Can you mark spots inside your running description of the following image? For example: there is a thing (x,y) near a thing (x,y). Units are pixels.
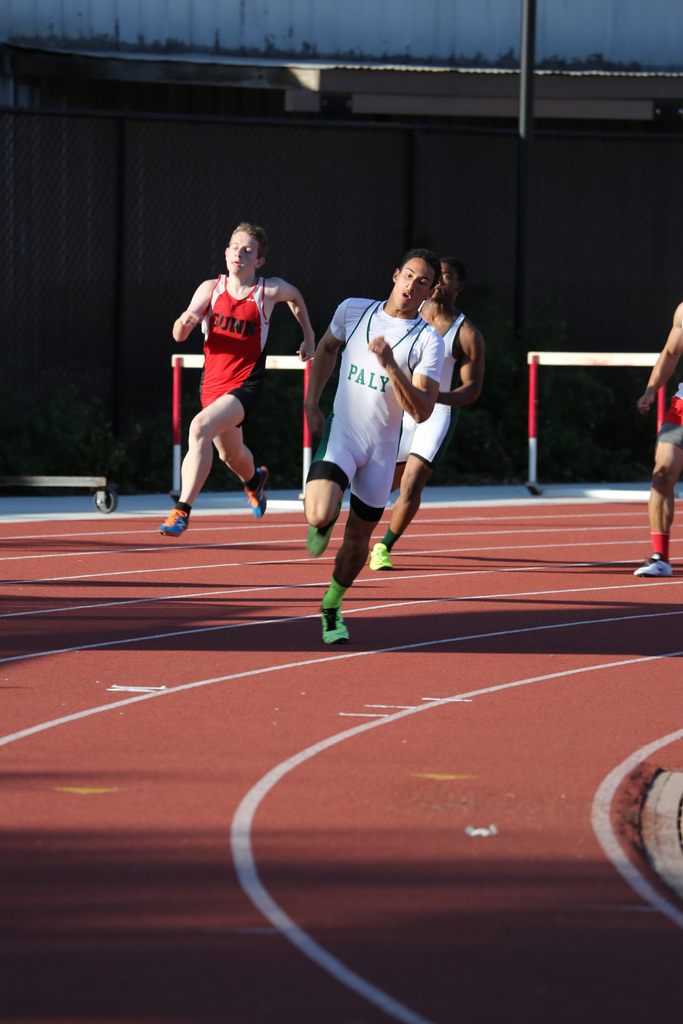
In this picture we can observe four men (384,479) running on the running track (211,659). This running track (202,733) is in maroon color. In the background (272,226) we can observe black color wall (308,210) and a pole (517,229).
